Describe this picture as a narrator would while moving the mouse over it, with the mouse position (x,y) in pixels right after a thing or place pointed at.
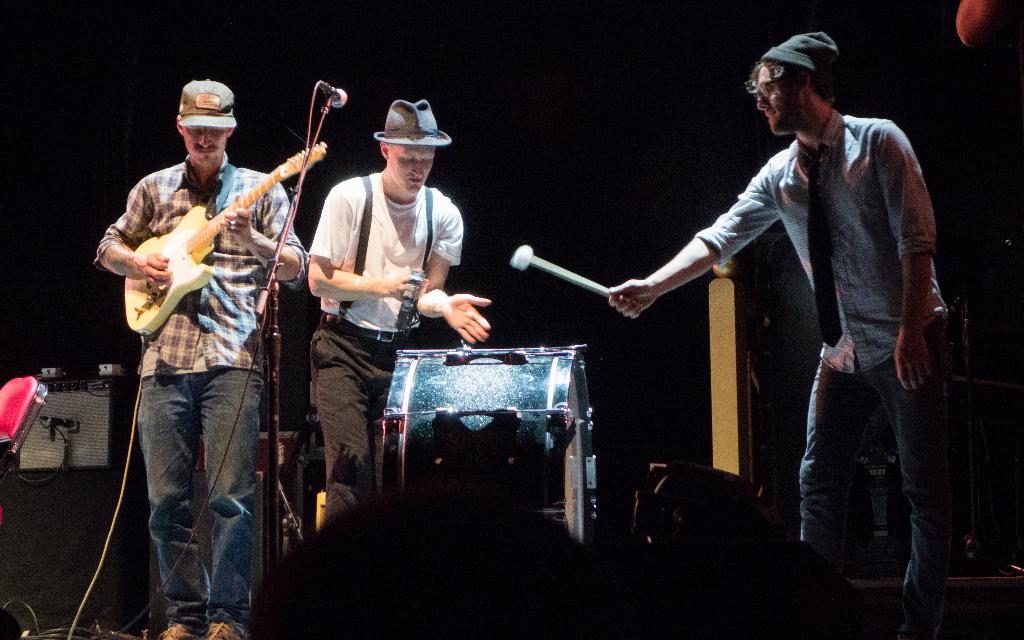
There are 3 people (205,298) on the stage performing by playing musical instruments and this is a microphone (342,99).
